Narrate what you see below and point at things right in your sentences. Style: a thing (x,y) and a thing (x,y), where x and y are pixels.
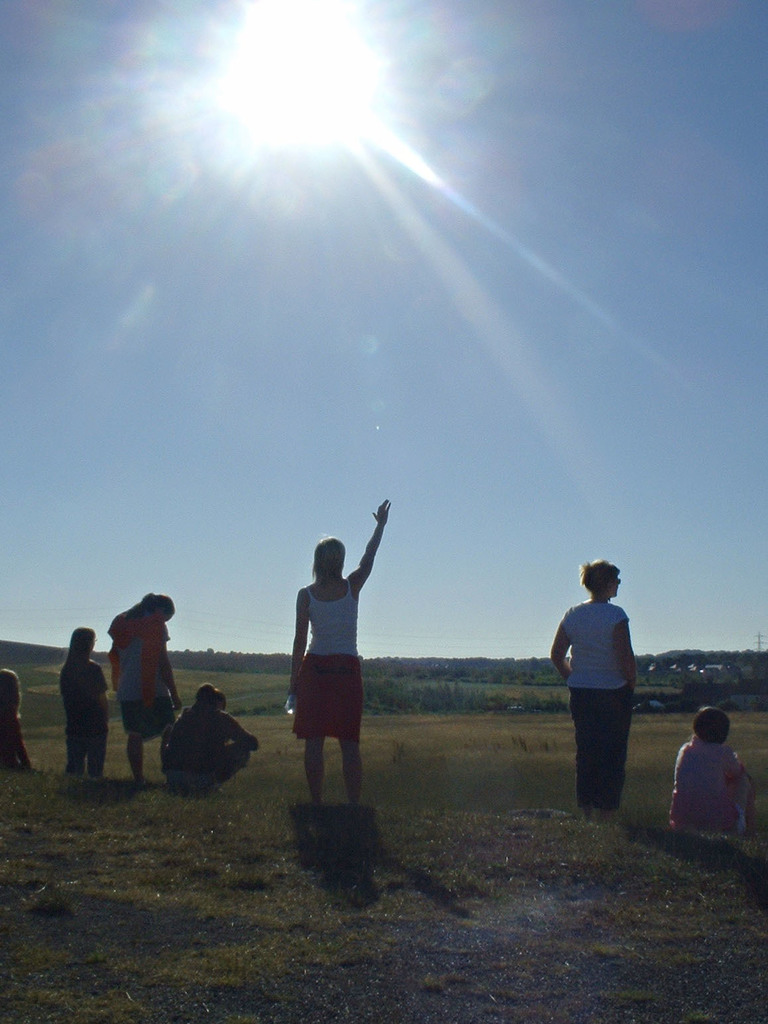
This is an outside view. Here I can see the grass (220,952) on the ground (245,917). In the middle of the image (325,657) there few people (83,679) standing and few people (248,749) are sitting on the ground (258,814). At the top of the image (403,242) I can see the sky (177,339) along with the sun (296,84).
